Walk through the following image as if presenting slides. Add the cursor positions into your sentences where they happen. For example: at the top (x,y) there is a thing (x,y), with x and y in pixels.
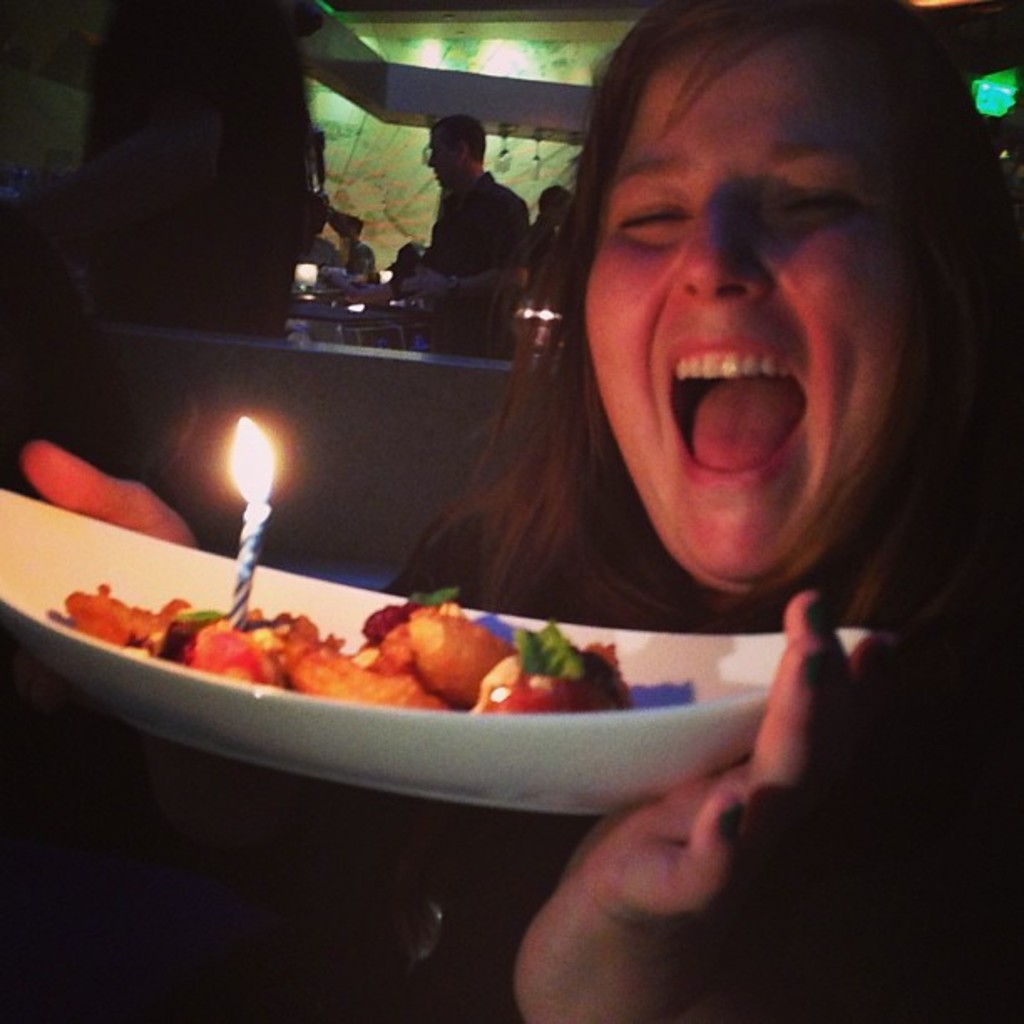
In this image we can see woman (678,375) holding a bowl (303,726) which consists of candle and food (369,681). In the background (338,206) we can see persons (461,281) and wall (366,167).
